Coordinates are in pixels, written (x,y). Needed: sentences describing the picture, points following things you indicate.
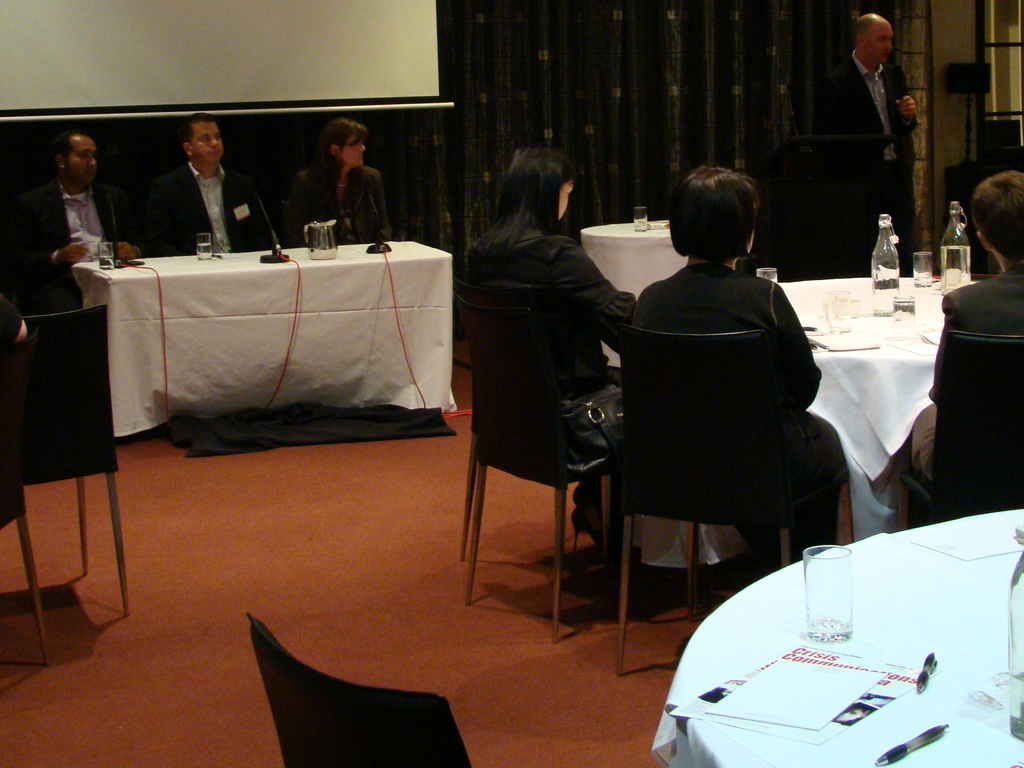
The image is taken in the room (479,117). There are tables (227,364). There are chairs (407,729). We can see people (574,392) sitting around the tables (869,398). On table (874,561) there is a glass (841,631), bottle (1016,688), pens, papers (800,703), jugs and wires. On the right side of the room (798,56) there is a man (876,125) standing and talking before him there is a podium (858,188). In the background (243,75) there is a screen (414,75) and a curtain (565,69).
